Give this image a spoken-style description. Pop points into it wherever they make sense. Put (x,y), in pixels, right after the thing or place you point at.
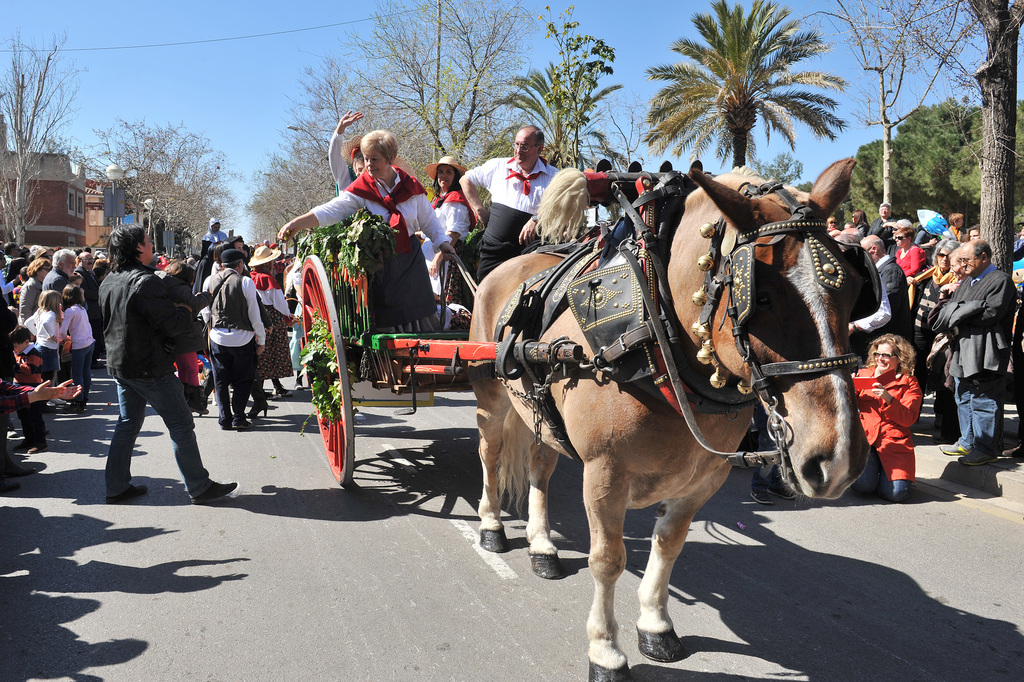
In the foreground of the picture (493,326) I can see horse cart (641,359) on the road (468,556) and I can see a few people (393,145) in the cart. There is a group of people (245,246) on the road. In the background (310,167), I can see the buildings (53,181) and trees (304,152). There are no clouds in the sky (180,53).
